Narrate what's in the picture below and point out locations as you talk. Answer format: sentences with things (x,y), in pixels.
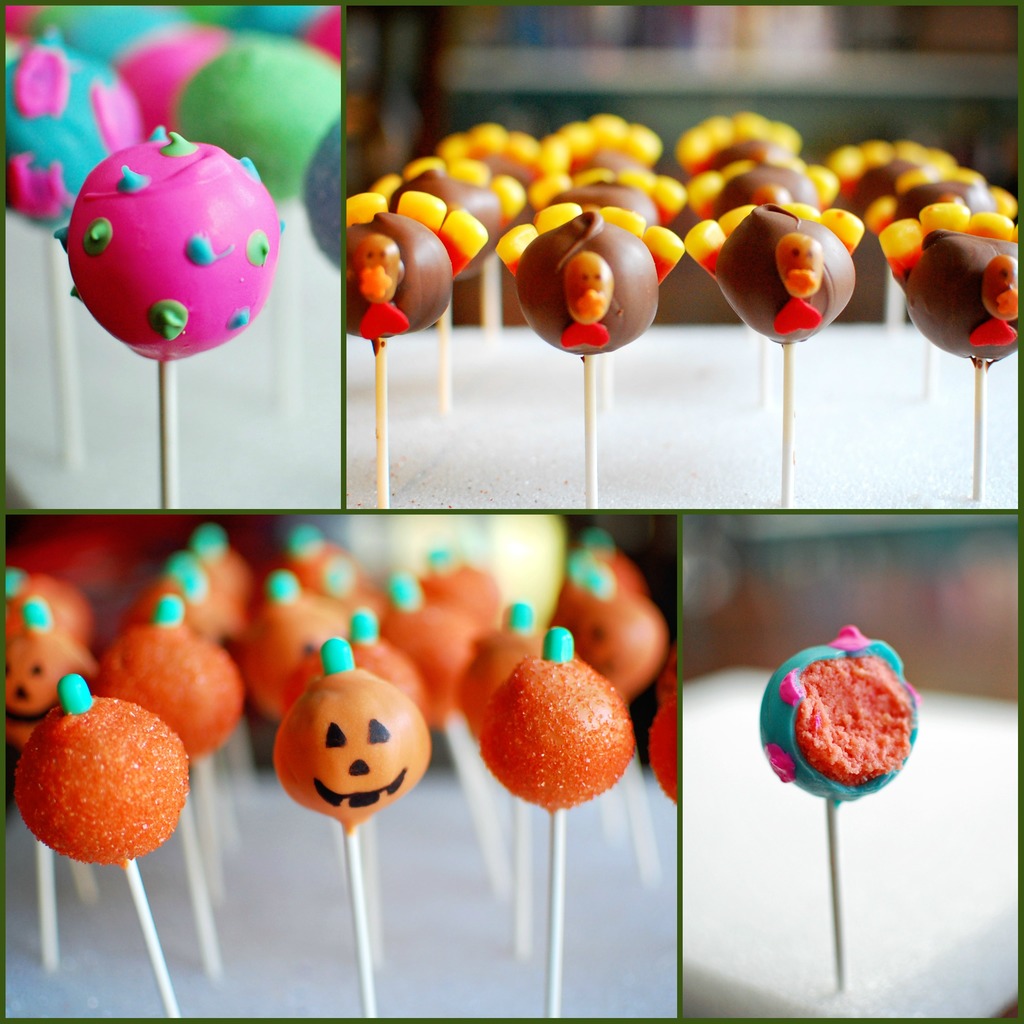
This is the collage of four pictures in which there are some lollipops (152,818) with different colors on it.
